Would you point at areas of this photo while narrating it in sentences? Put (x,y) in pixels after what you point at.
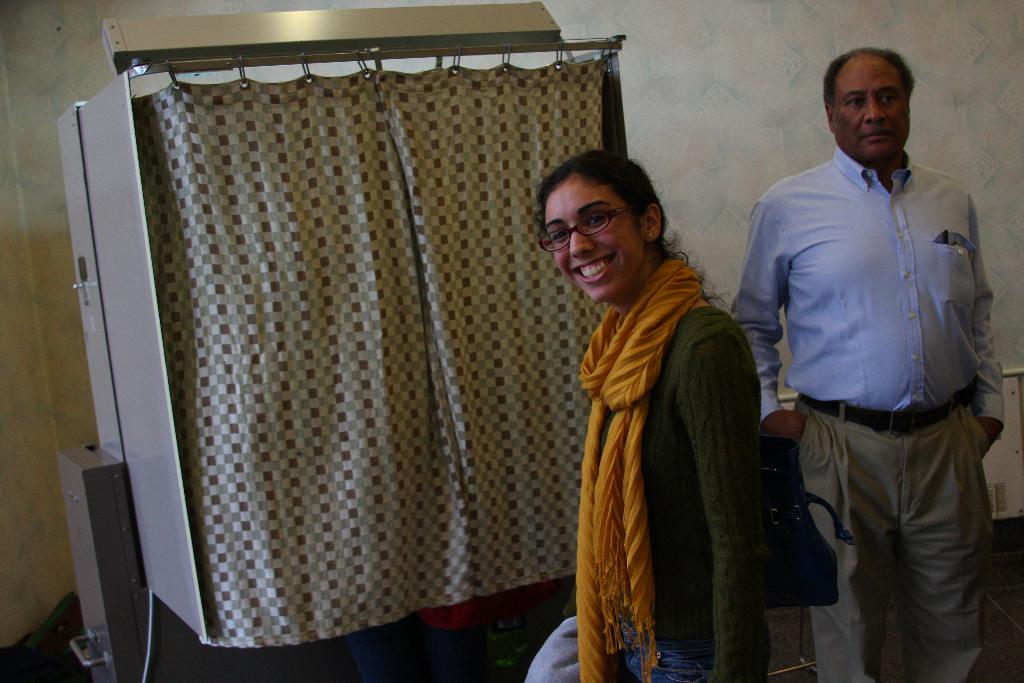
In this picture there is a women (698,486) wearing green dress (701,494) is carrying a handbag (781,508) and smiling and there is a machine (322,214) which has a curtain (345,269) attached to it beside her and there is a person (910,269) standing in the right corner (901,358).
